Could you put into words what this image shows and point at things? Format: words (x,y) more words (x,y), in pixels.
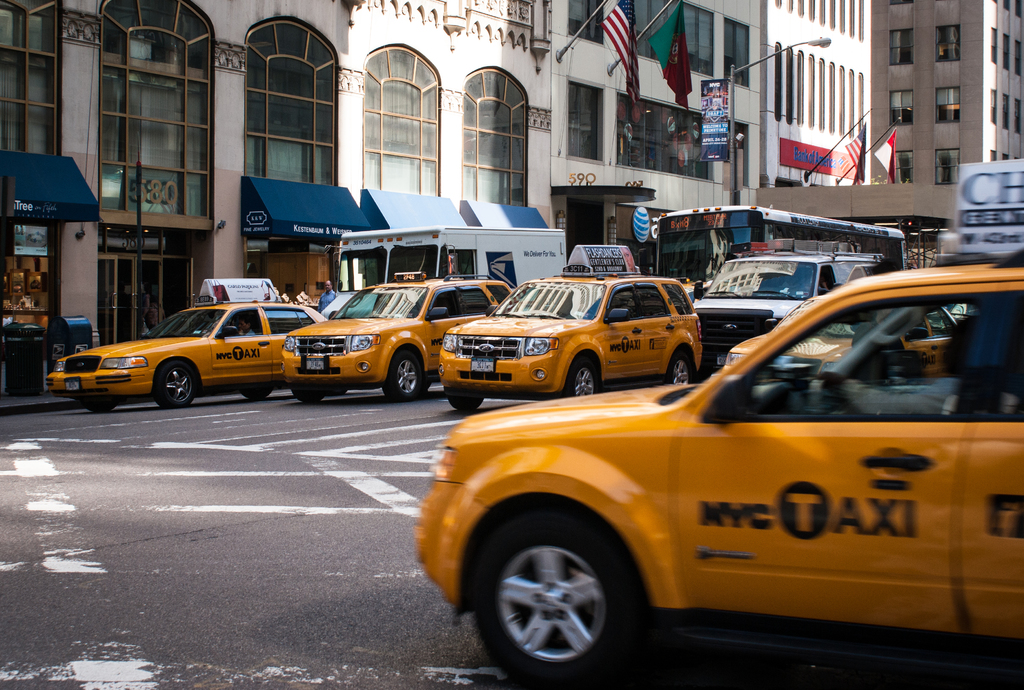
There are vehicles (766,526) on the road (408,651). Here we can see stalls (316,275), boards (826,148), flags (634,74), and poles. In the background (543,111) there are buildings (654,125).
